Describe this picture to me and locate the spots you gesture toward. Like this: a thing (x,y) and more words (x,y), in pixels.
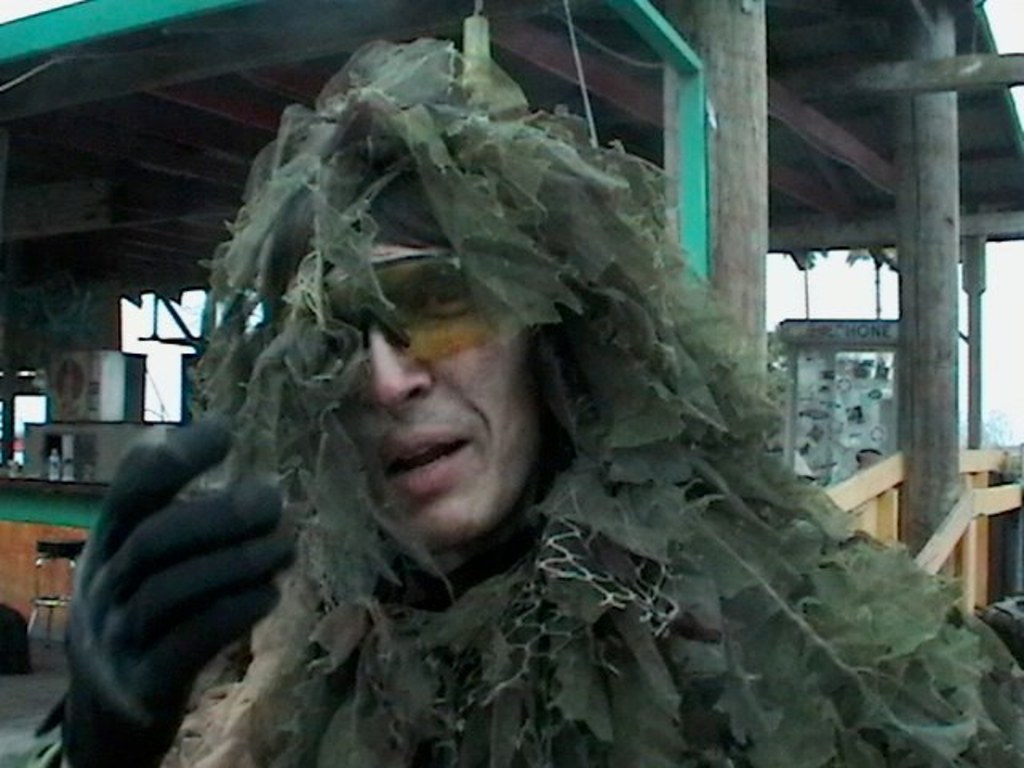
In this image in the foreground (413,545) there is one person (358,357), who is wearing some costume (347,202) and he is wearing a gloves (211,515). And in the background (910,332) there are some wooden poles (975,415), boxes (80,440) and some other objects (56,511). At the top of the image (531,59) there is ceiling (786,84) and in the background (810,338) there are some objects (881,385) and sky (999,325).
